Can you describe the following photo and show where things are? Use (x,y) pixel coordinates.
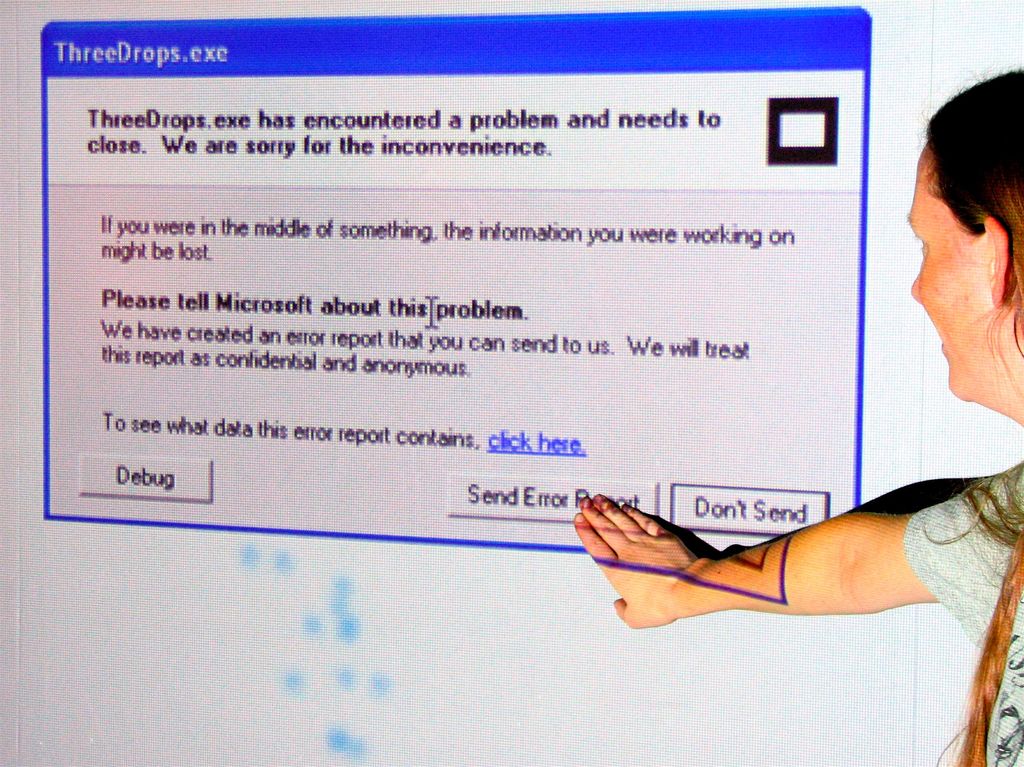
In this image there is a lady (1023,484) standing and placed her hand (677,540) on the screen (548,258), on the screen (351,380) we can see there is some text (359,304).
